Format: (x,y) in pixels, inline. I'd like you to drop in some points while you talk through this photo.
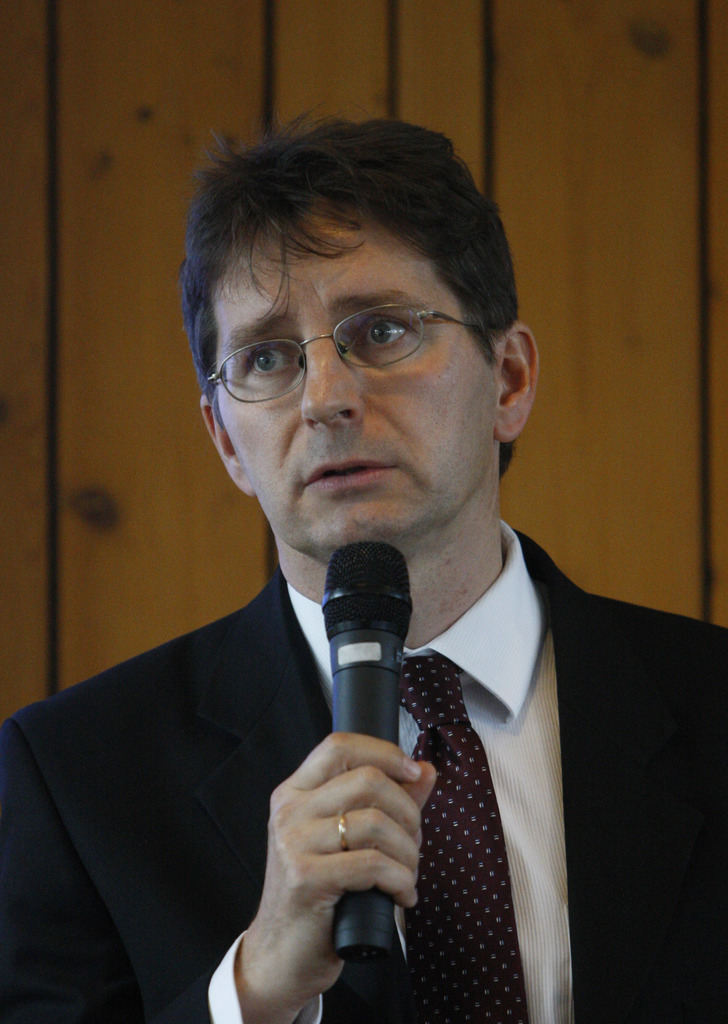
In this we have a person (415,527) standing and he is holding a microphone (365,638).
